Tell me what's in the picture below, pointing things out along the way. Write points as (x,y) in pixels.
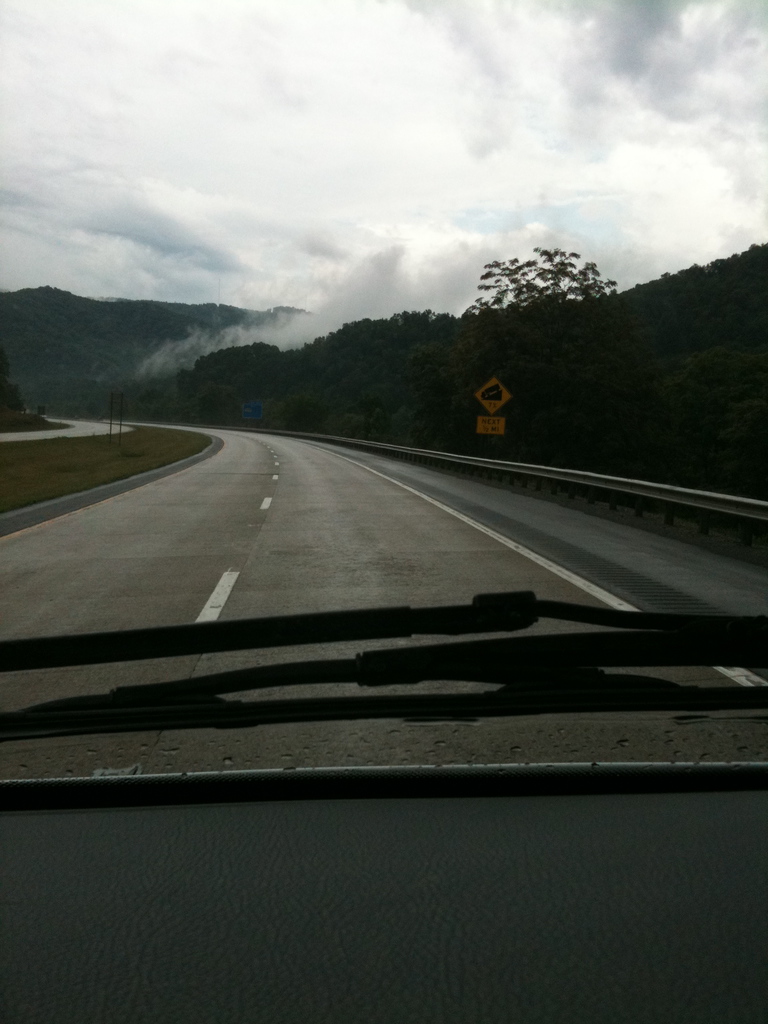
In this image we can see sky (300,91) with clouds (242,195), hills (508,381), sign board (502,393), barriers (742,515), wipers (175,687) and road (246,545) with margin (501,532).
